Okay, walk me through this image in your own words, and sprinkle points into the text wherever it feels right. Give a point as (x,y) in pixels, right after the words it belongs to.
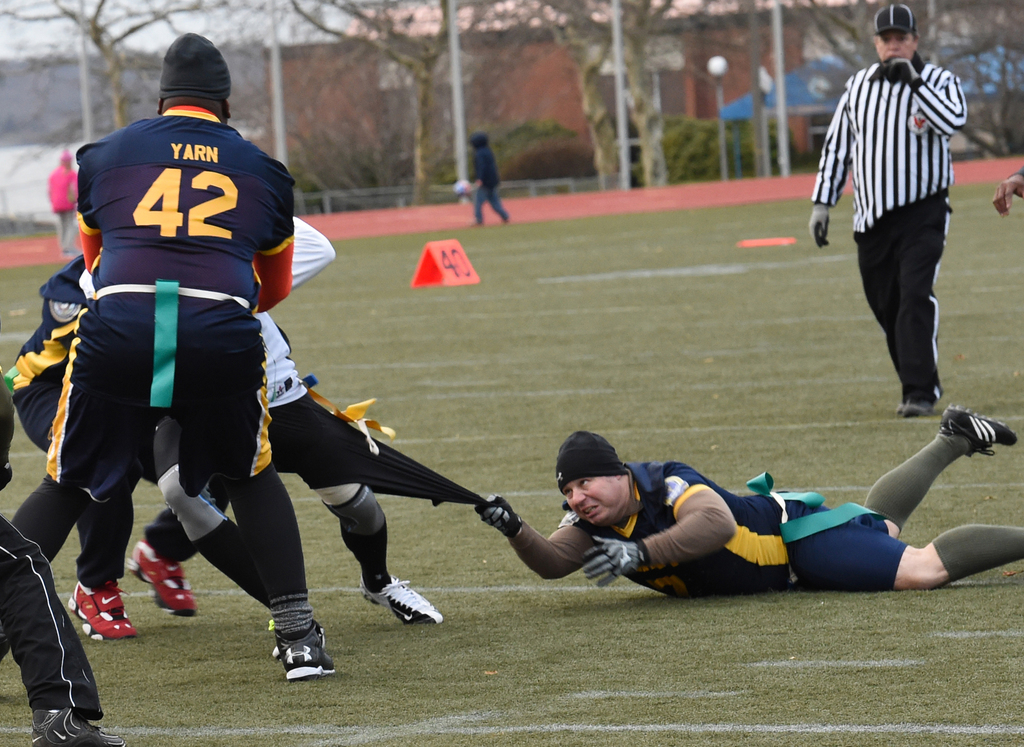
In this picture we can see a group of people (238,551) on the ground (664,454) and in the background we can see poles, trees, building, shed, fence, sky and some objects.
